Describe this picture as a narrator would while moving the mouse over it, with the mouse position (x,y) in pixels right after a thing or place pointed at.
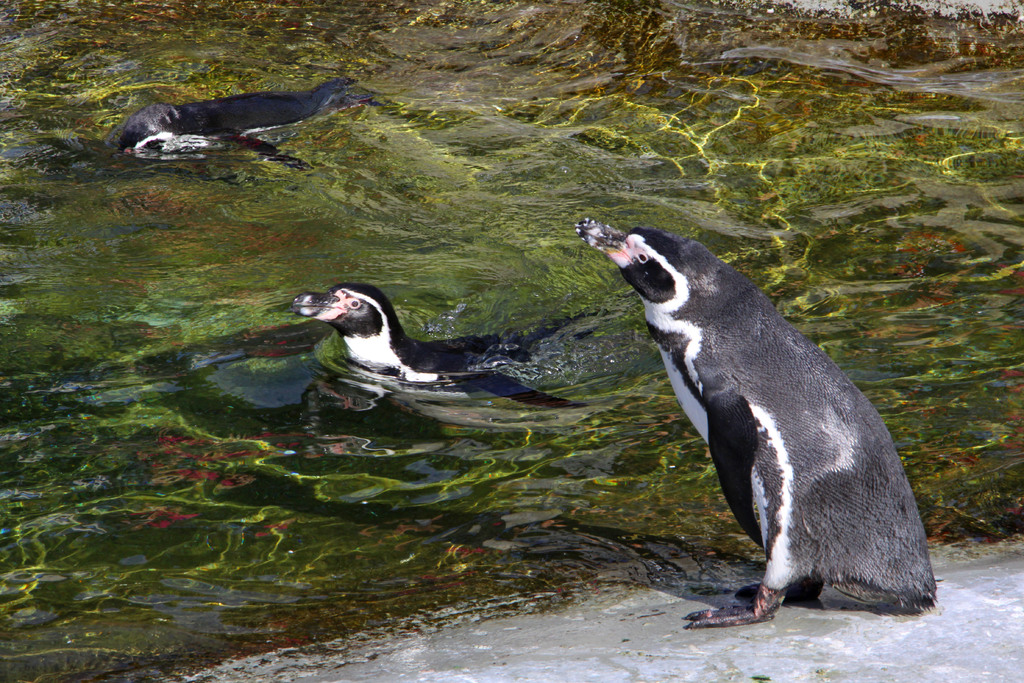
In this picture we can see penguins (265,129) in and near the water (374,385).
